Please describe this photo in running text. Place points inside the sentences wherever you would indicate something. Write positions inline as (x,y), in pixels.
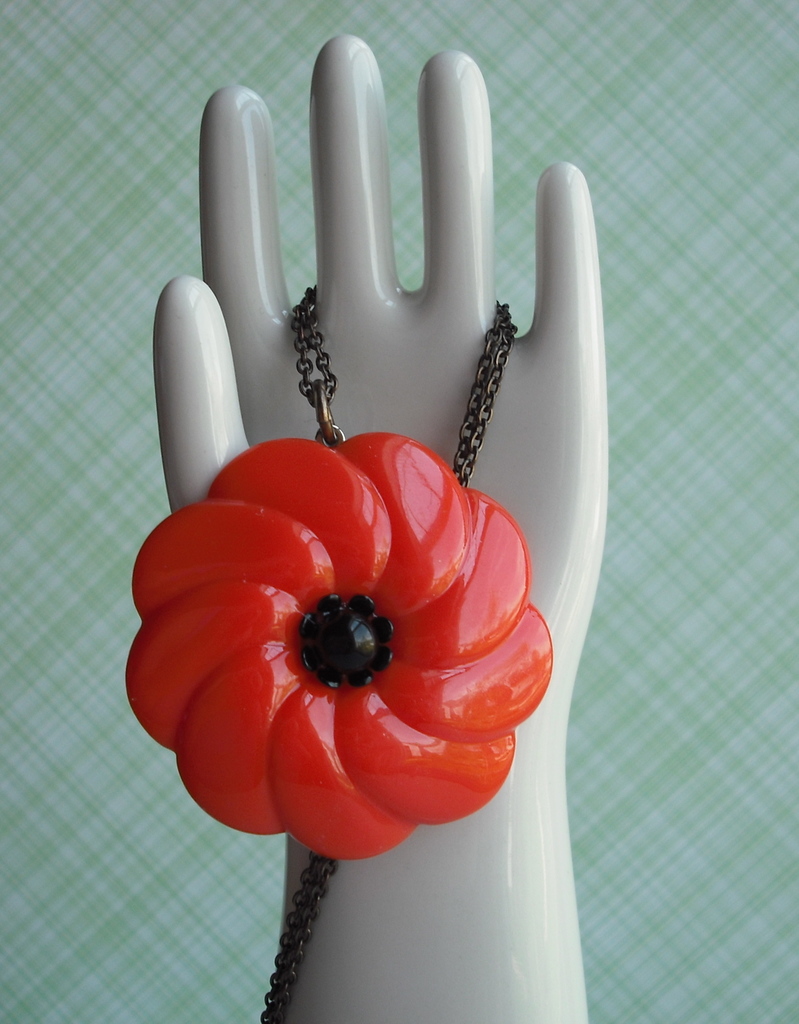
In the middle of the image (385,621) there is a chain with a red colored locket (287,637) on the mannequin hand (380,949). In the background (714,658) there is a surface (640,412) with many stripes (60,566).
